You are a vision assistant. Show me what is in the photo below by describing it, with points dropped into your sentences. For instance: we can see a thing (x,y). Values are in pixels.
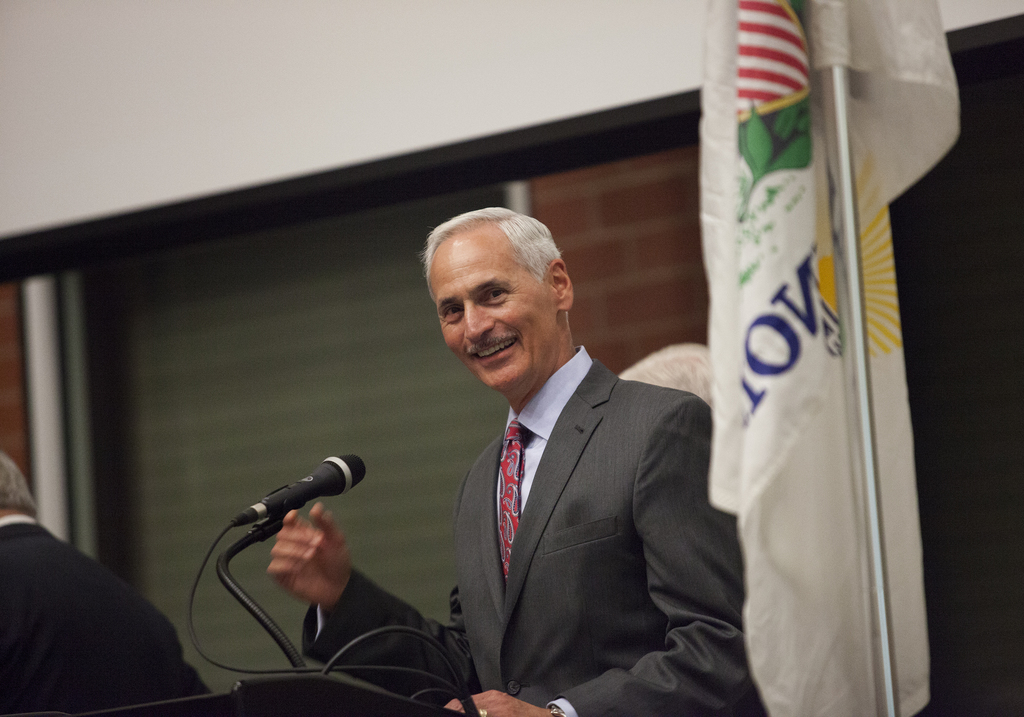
In this image we can see a man (556,468) standing and smiling and a mic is placed in front of him. In the background (752,132) we can see walls (294,172), windows (366,318) and a flag (754,400) attached to the flag post (857,364).
